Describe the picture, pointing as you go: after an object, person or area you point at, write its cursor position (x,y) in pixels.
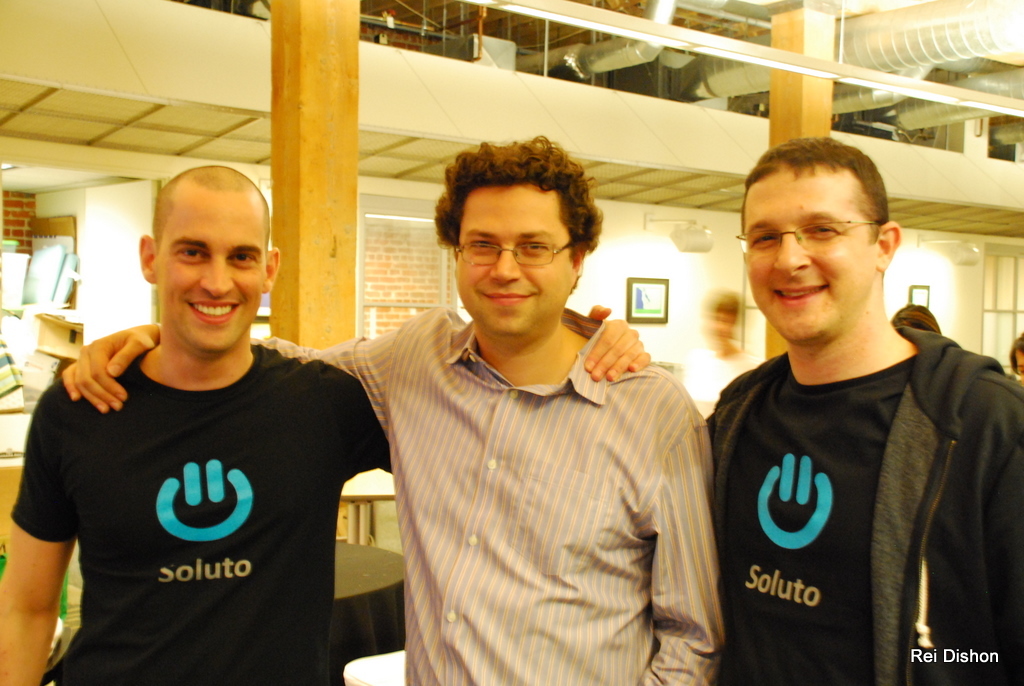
In the picture we can see three men (325,572) are standing together, holding each other and smiling and two men (978,585) are wearing black T-shirts (95,540) and one man (79,383) is wearing a shirt (424,629) and in the background (1015,238), we can see some pillars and wall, on the wall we can see photo frames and some lights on the wall (968,286).
